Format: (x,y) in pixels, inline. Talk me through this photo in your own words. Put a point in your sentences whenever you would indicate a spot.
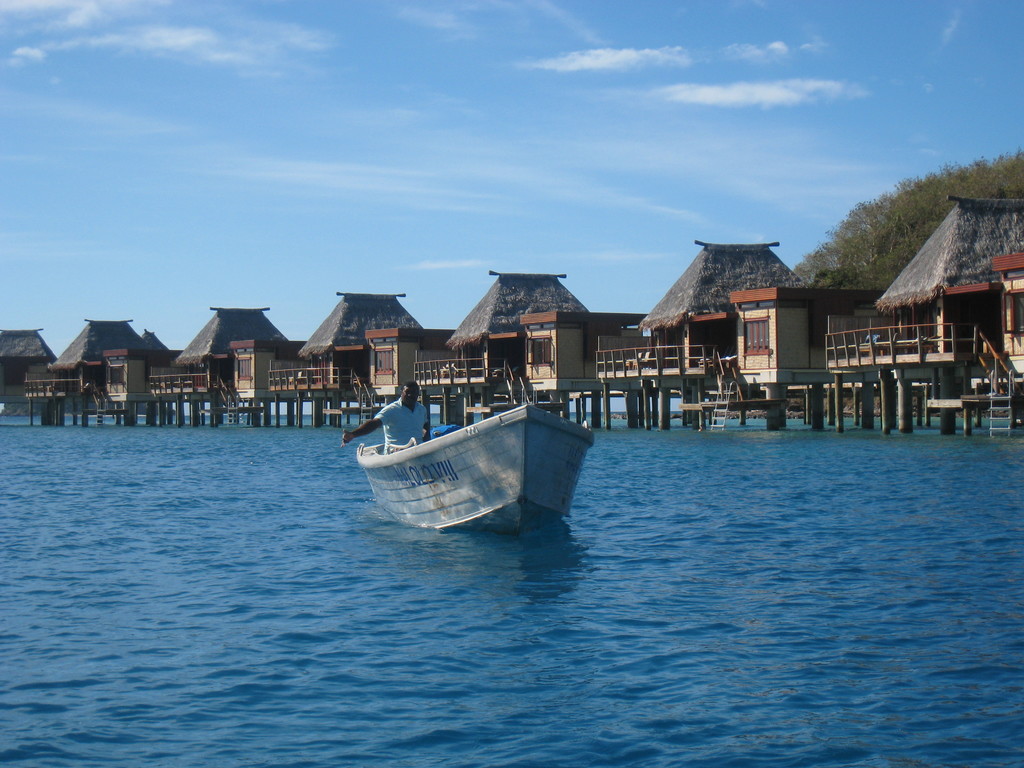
The man (403,435) in white T-shirt (388,429) is sailing boat (471,511) in the water (346,516). Behind that, there are huts (782,364) and staircases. On the right corner of the picture (874,247), we see trees (869,227). At the top of the picture (648,153), we see the sky (433,192) and at the bottom of the picture (149,538), we see water (308,490). This water (334,595) might be in a sea (128,667).
